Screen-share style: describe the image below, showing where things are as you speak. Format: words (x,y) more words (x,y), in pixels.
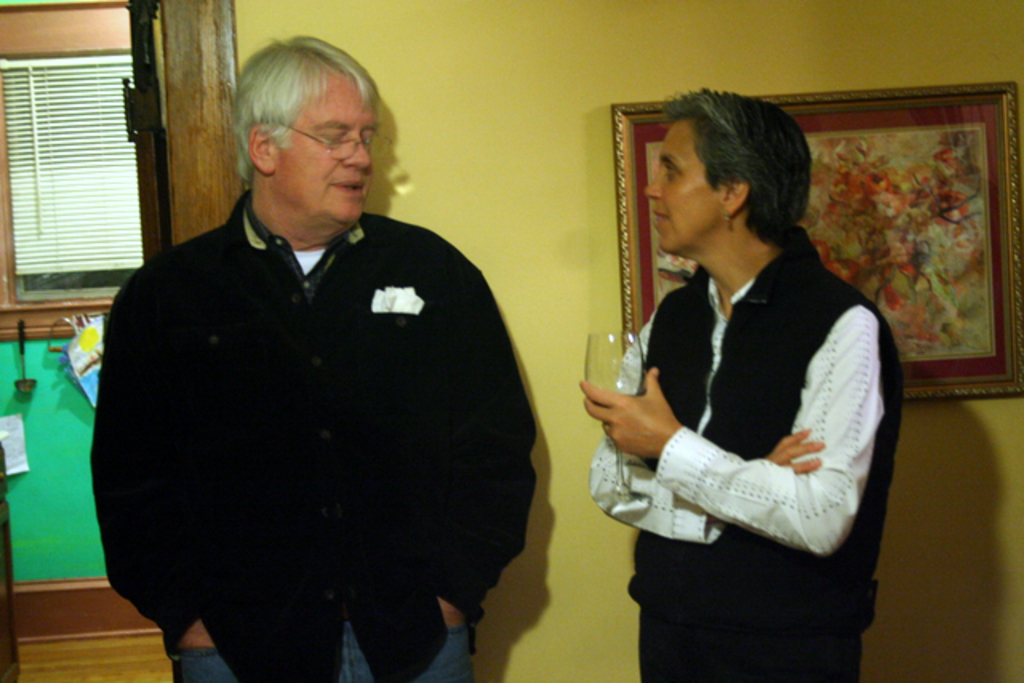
In the image two persons (682,114) are standing and she is holding a glass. Behind them there is a wall (602,592), on the wall (589,20) there is a frame (633,236).
